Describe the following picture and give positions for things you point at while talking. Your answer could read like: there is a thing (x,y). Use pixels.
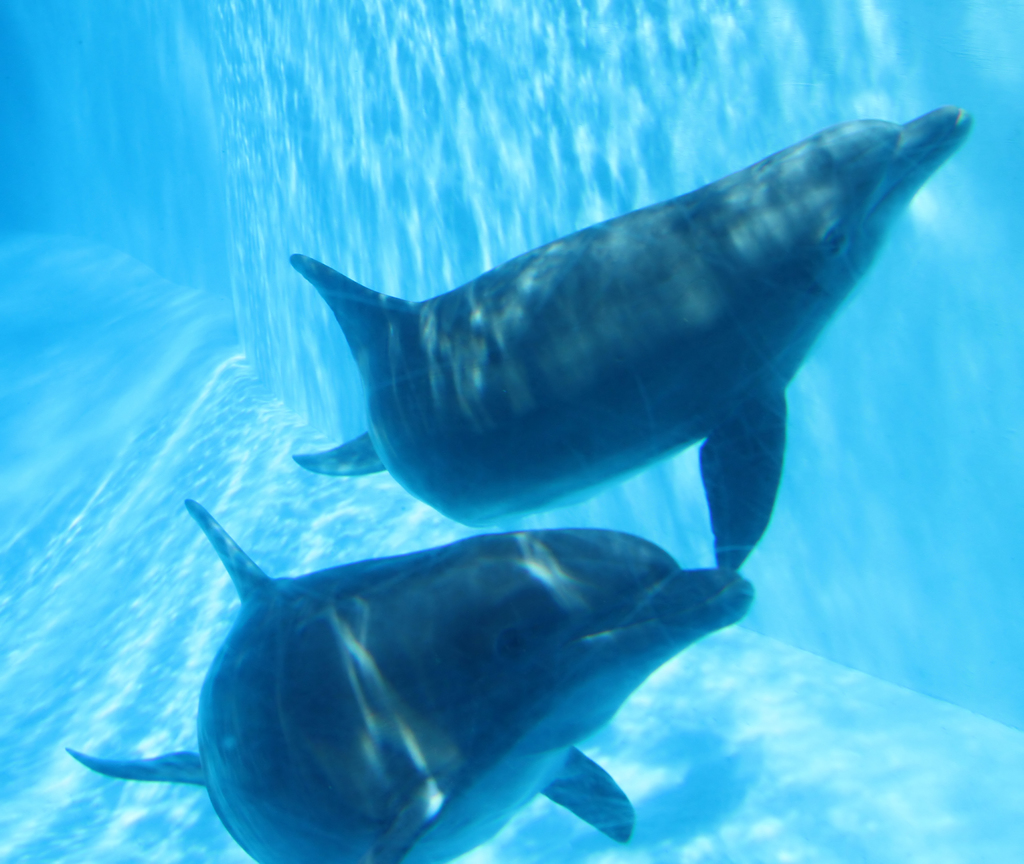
In this picture we can see aquatic animals (590,351) in the water (796,619).
